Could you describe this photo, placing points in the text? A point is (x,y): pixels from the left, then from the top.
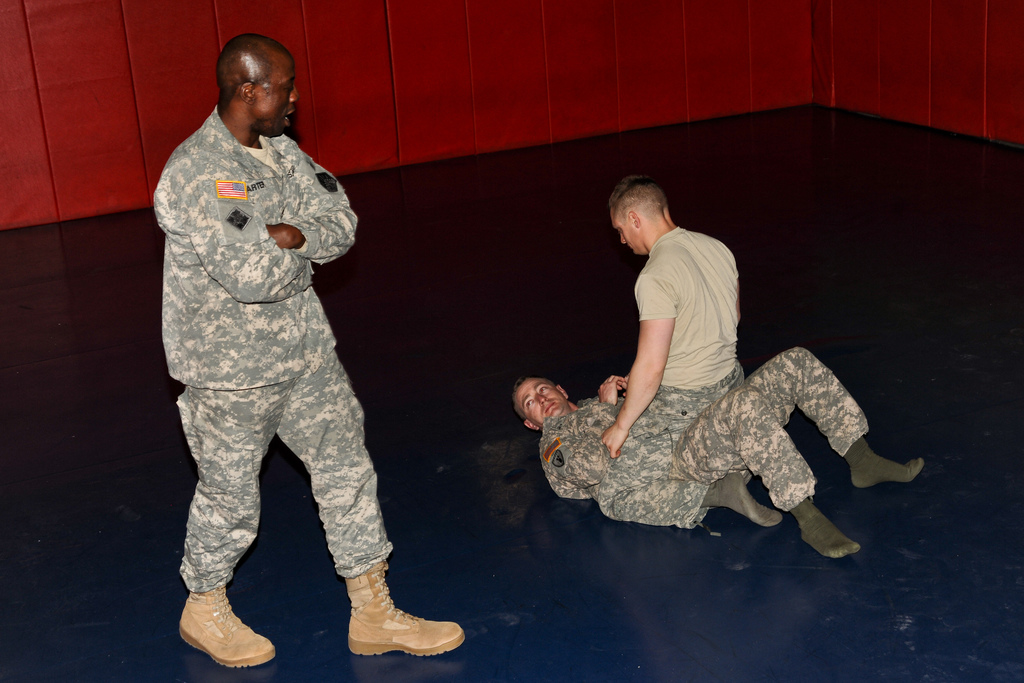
In this picture we can see three men (615,503) and this is floor (568,603). In the background (477,118) there is a wall (685,37).
